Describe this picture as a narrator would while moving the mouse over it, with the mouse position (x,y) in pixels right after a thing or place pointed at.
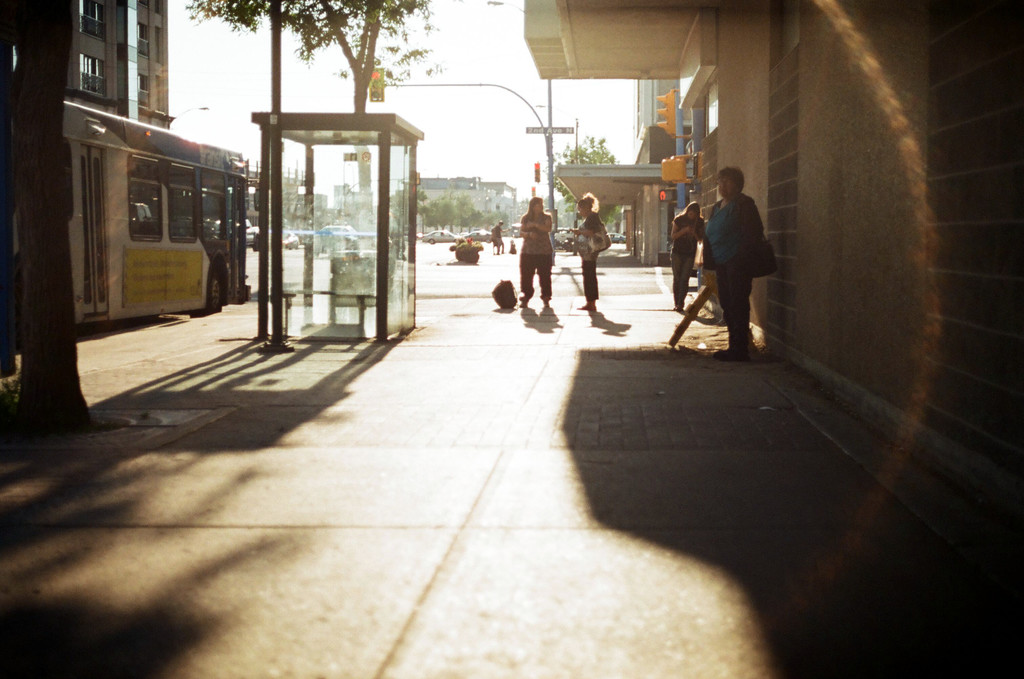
In this picture I can see some vehicles (242,231) are on the roads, side we can see some trees (348,11), glass rooms (350,263), few people (587,263) are in front of the buildings (764,308).
